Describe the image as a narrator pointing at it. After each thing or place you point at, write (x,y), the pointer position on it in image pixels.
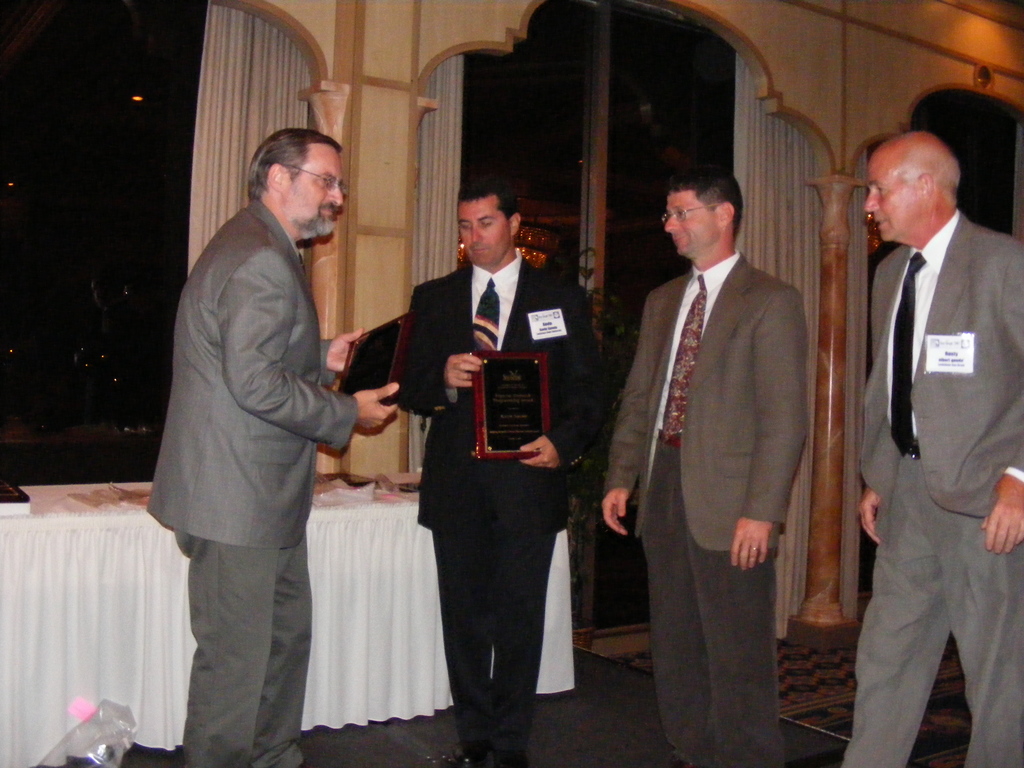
This image consists of four persons (742,379). All are wearing suits (309,420). On the left (256,425), we can see two persons (428,447) holding the frames (510,411). In the background (75,594), there is a table (145,562) which is covered with a white cloth (62,580). And we can see the curtains (274,101) along with pillars (318,104). At the bottom (322,756), there is a floor (354,730).
